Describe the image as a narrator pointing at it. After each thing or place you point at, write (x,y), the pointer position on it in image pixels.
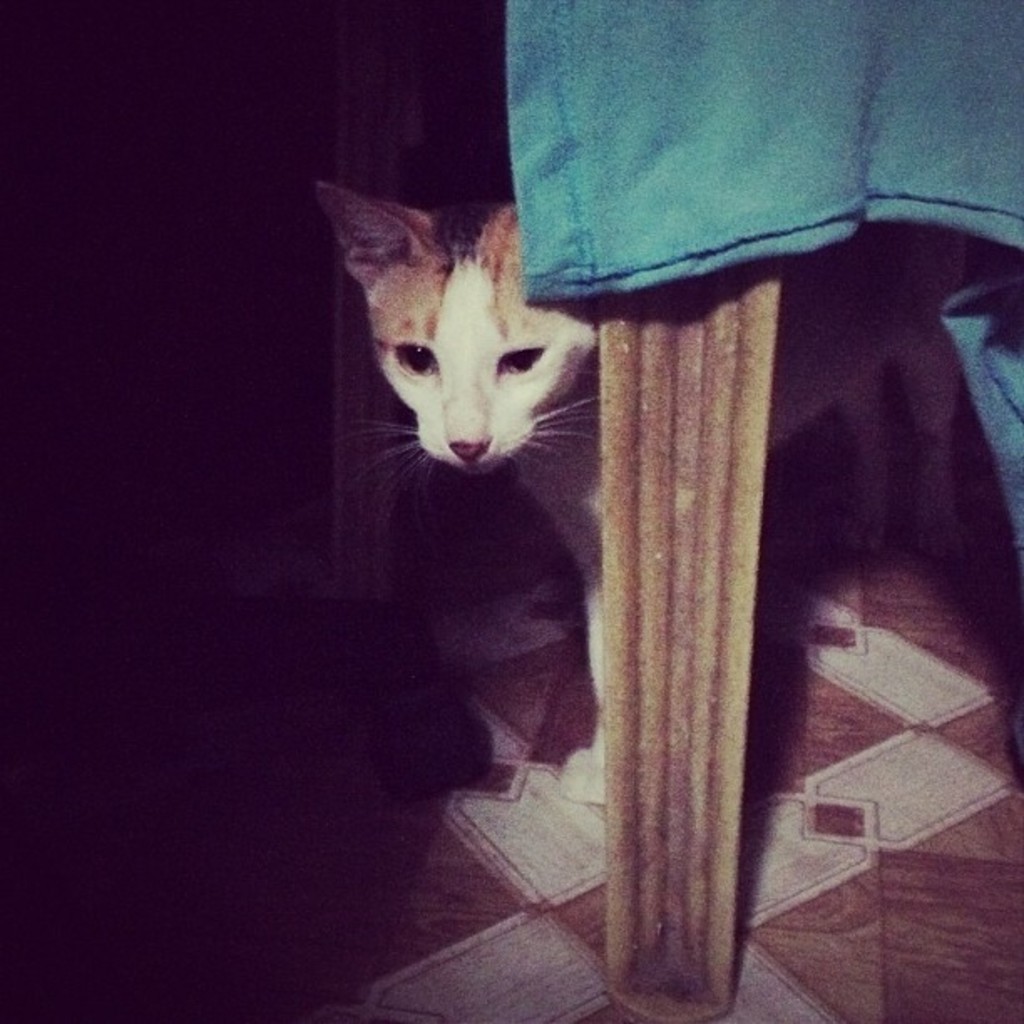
In the center of the image (461,454) there is a cat (458,381) and we can see a chair (695,591). At the top (726,231) there is a cloth (787,224). At the bottom (480,870) we can see a floor (552,831).
